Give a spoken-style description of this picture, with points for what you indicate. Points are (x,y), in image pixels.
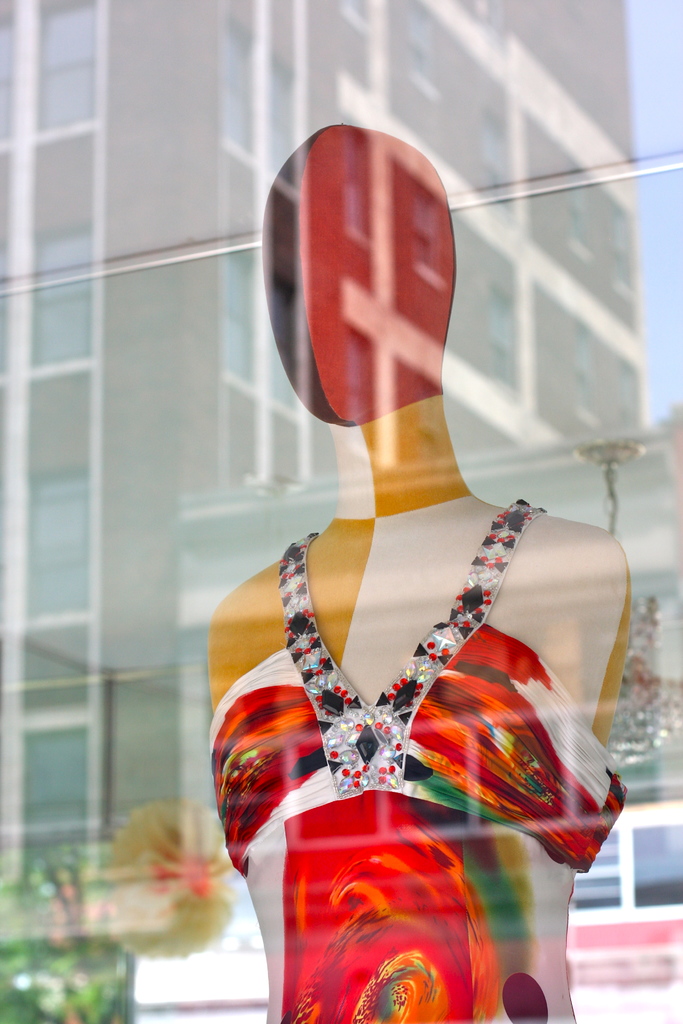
In this picture there is a statue (354,195) and she is wearing a dress (448,857). In the back (486,396) i can see the buildings (514,434). In the bottom right corner (675,913) there is a car (669,930). In the top right corner (661,258) i can see the sky (652,393). In the bottom left corner (30,986) there is a plant (62,937) near to the wall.
